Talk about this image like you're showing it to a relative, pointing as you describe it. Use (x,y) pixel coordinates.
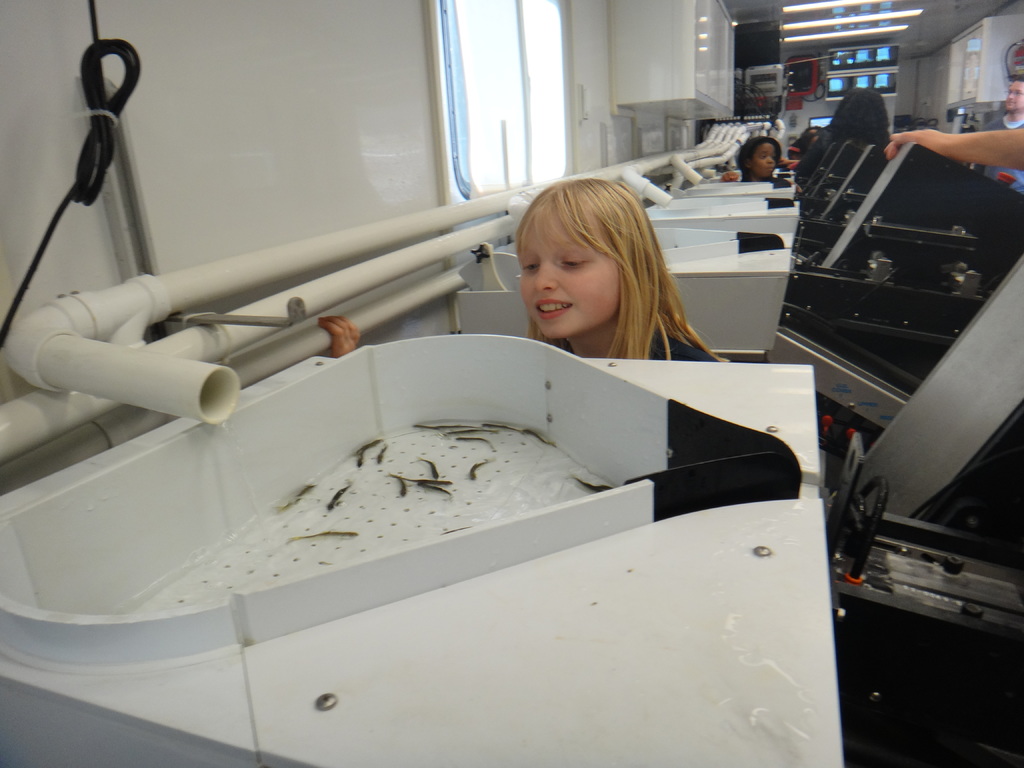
In this image there are a few people (683,332) standing in between the tables (717,364). There are small tanks (418,357) on the tables (786,376). In the foreground (409,501) there are fishes (434,474) in the tank (343,465). Beside them there are pipes (426,223). There is water (233,430) flowing through the pipes (219,411). Behind the pipes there is a wall (589,80). There are glass windows (506,85) to the wall (280,130). In the background (830,83) there are display screens (836,84) and boxes (812,77).
